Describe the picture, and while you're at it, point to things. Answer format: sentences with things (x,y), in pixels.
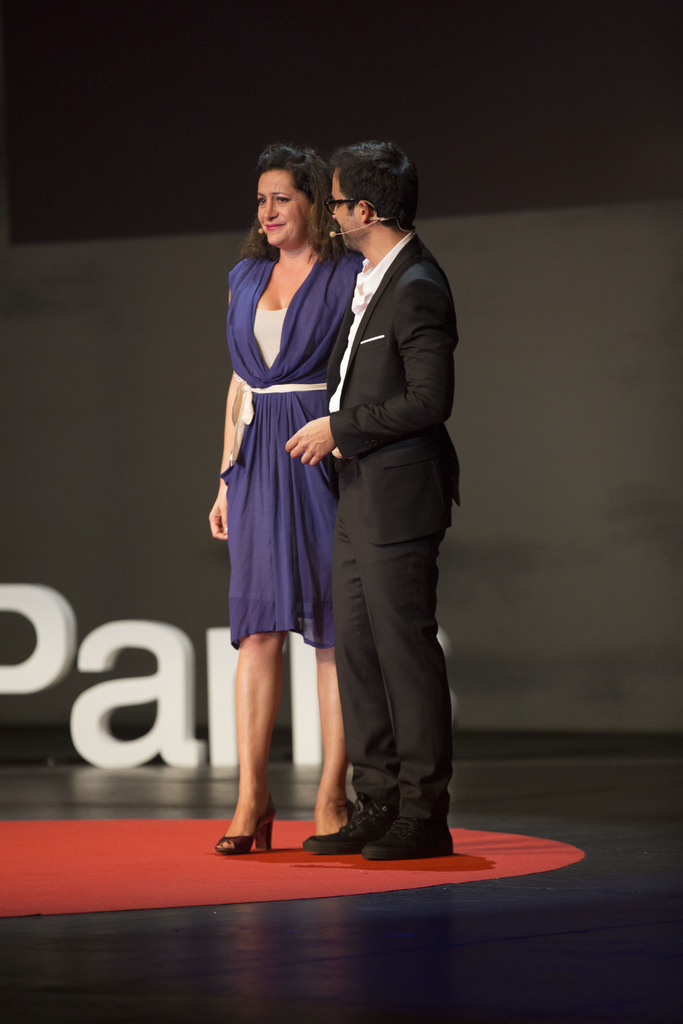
In this picture I can see there are two persons (350,746) standing on the dais (383,863) and the man (376,513) is wearing a black blazer (382,361), white shirt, a pant (418,817) and he has spectacles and a microphone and the woman (352,254) standing beside him is wearing a blue dress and she is smiling and she has a microphone (261,232) and there is a white object (95,744) in the backdrop (105,752) and there is a black wall (202,509).
